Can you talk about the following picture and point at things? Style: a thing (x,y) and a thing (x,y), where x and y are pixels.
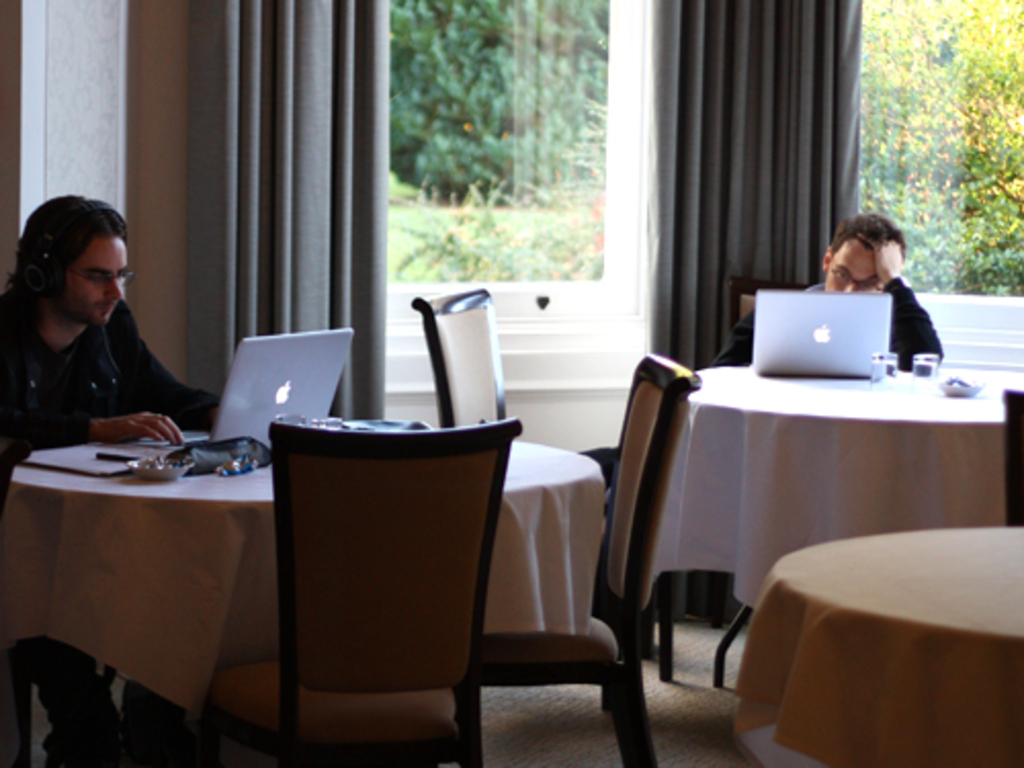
In the picture there is a room (648,314) with the table (516,469) and chairs (391,521) near to it two person (187,419) are sitting on the chair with the laptop (281,381) on the table (272,545) and working there are some curtains (755,162) in a room (659,249) through the glass window (496,157) we can see some trees (492,185).
